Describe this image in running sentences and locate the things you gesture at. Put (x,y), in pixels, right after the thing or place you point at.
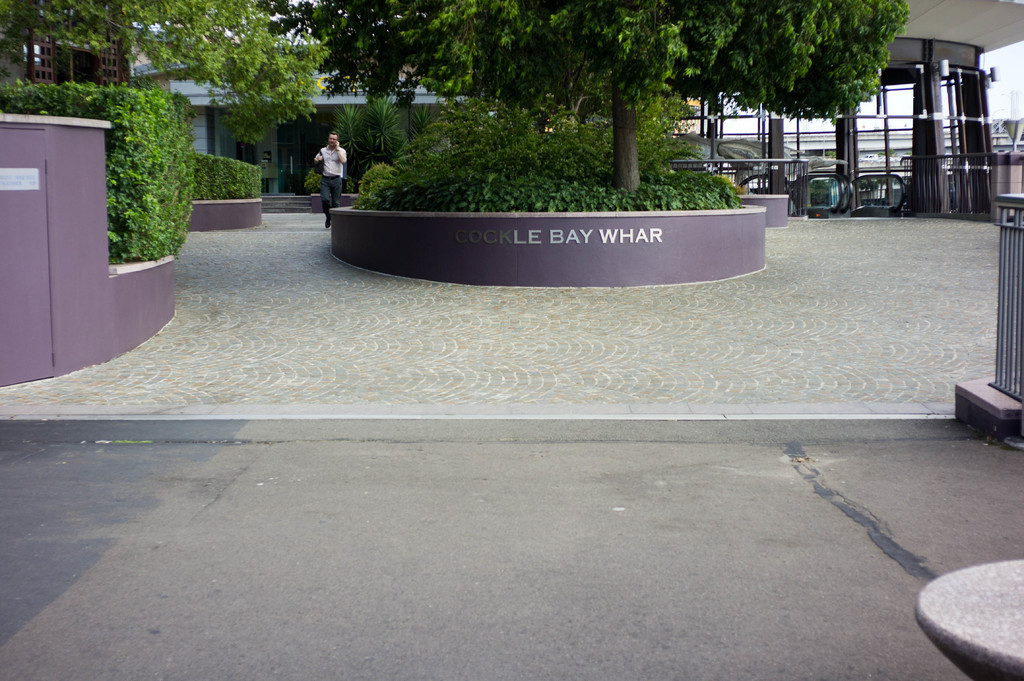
In the foreground of this image (595,527), there is the road (530,546). In the background (490,315), there is the path (363,291), trees (638,18), plants (128,181), a man (336,155) walking on the path (337,265) and the building (920,63).
